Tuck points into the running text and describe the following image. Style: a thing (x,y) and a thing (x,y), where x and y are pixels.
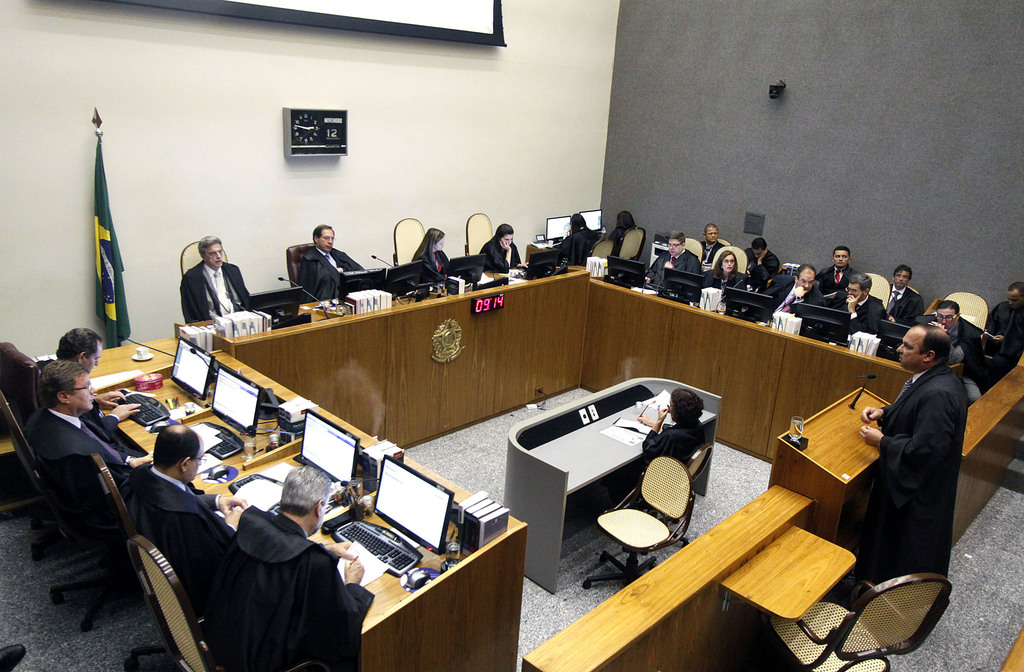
In the middle (602,383) there is a U-shaped conference (159,344). There are many persons (223,523) sitting around the table (345,376). There are many systems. In the left (107,249) there is a flag (101,240). in the middle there is a wall clock (309,132). in the middle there is a projector screen (415,29). In the middle (491,303) there is a digital clock (503,306). To the right (927,460), a person (903,439) is standing he is wearing a suit (909,467). in the middle (671,437) a woman (677,439) sitting in the chair (695,473) she is writing something on the book (612,433). In the left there is a cup (137,351) on the table (145,365).
